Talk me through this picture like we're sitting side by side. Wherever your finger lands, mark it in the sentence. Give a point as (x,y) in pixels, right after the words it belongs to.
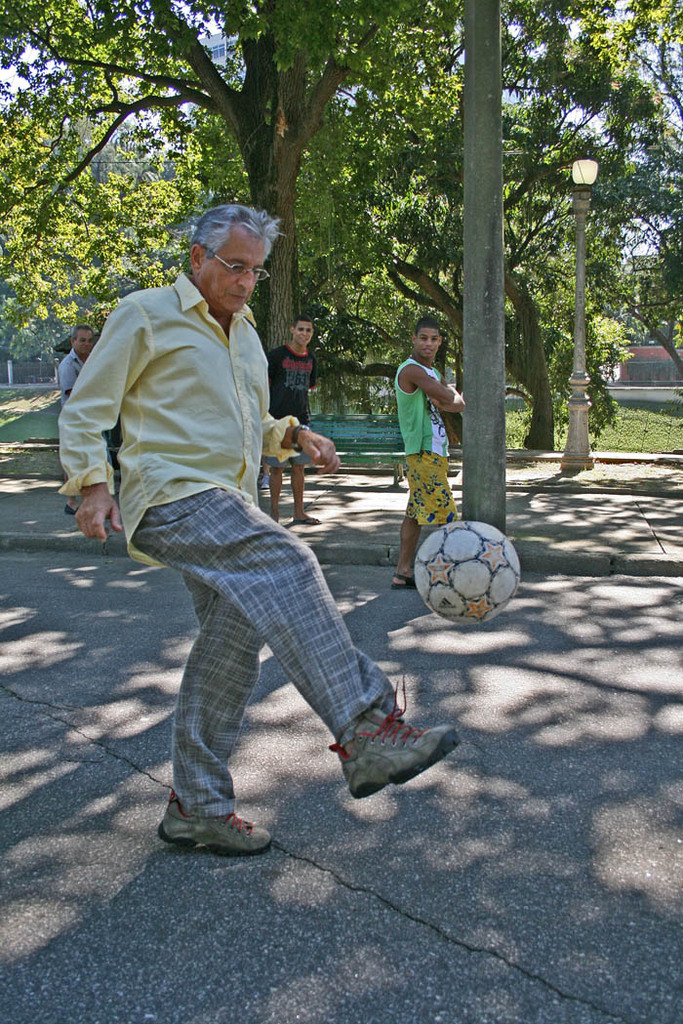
The person (207,389) wearing yellow shirt (214,421) is playing with a ball (464,600) and there are few people (270,372) standing beside him and there are trees (378,133) in the background (424,208).
